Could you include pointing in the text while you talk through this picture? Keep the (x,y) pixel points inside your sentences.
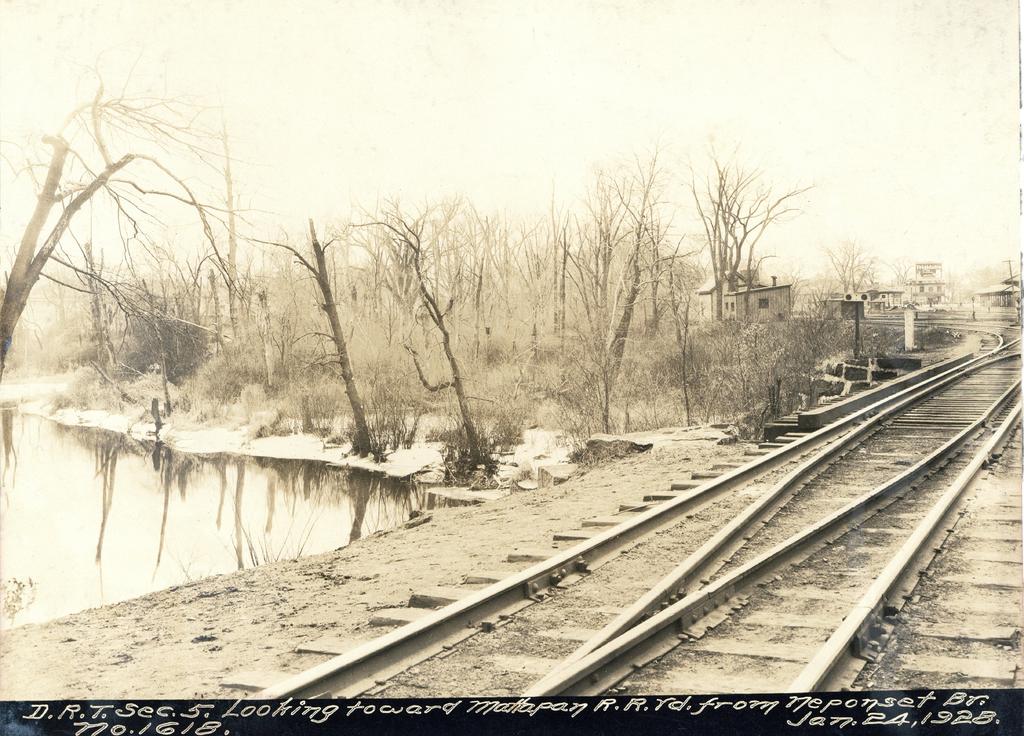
In this picture I can see there is a train track (812,520) and there is a pond (155,514) into left and there are dried trees (28,238). There are also buildings (915,291) and there is something written in the bottom of the picture (755,716).
